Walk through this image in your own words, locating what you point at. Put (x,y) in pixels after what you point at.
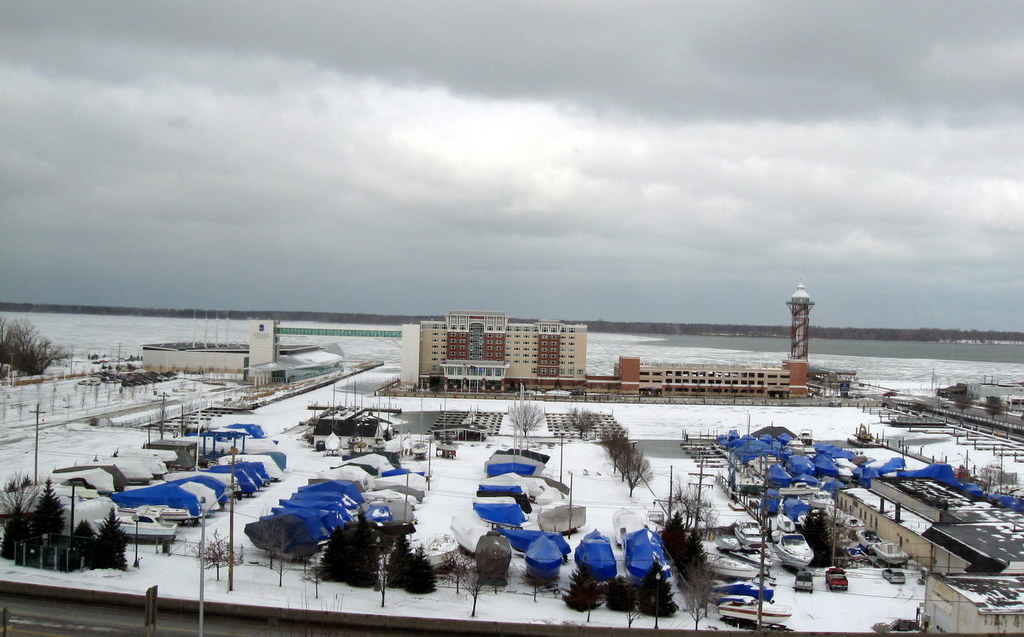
At the bottom of this image (152,526), there are trees (348,555), boats (560,517), vehicles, buildings (929,553) and snow surface (336,392) on the ground (433,605). In the background (951,342), there are trees (66,307) and there are clouds (606,195) in the sky (473,26).
